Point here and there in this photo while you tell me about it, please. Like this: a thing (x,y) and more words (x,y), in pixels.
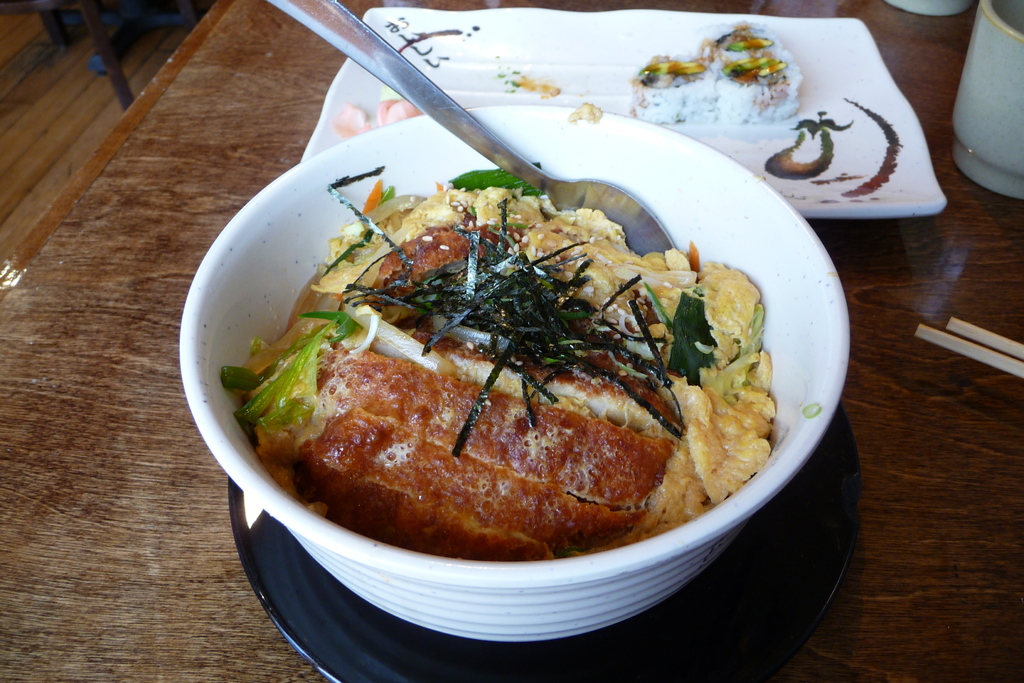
In this picture, we can see some food item (572,272) served in a plate (680,129), bowl (735,195), and we can see spoon (570,192) in the bowl (477,161), we can see the table (257,164), some objects (827,546) on the table (216,543) like plate (557,676), and we can see some objects (969,75) in top left corner (103,32) and top right corner (1003,9).
